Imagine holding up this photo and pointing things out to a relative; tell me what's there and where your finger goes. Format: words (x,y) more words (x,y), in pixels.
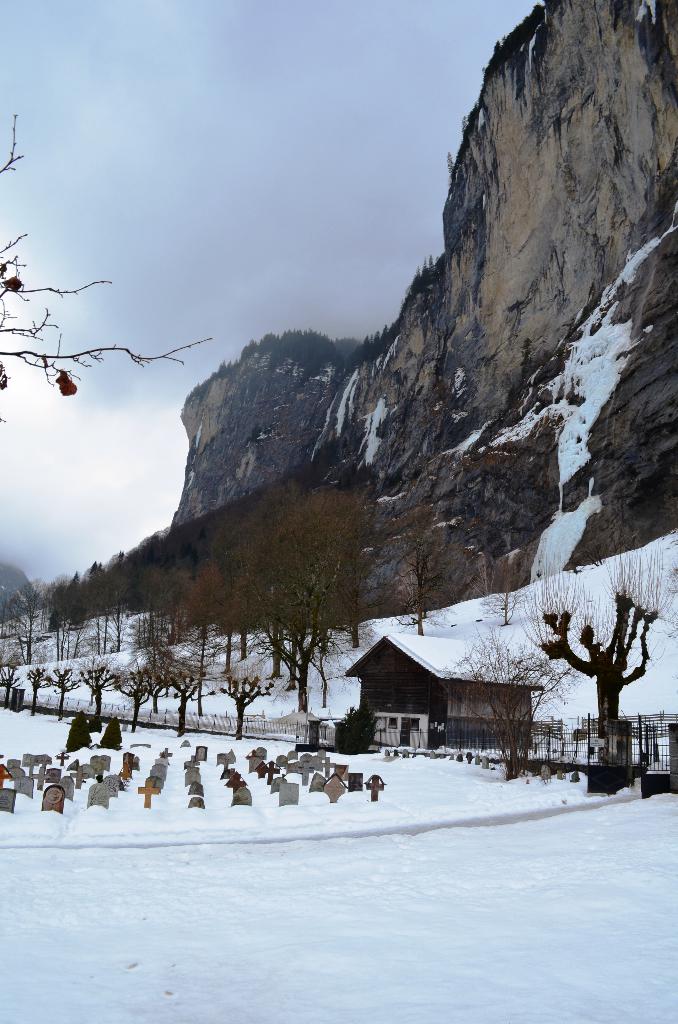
This picture is clicked outside. In the foreground (104,869) we can see there is a lot of snow (362,802) and we can see there are some objects (101,800). In the center (356,667) we can see the trees (75,729), house (454,703) and some other objects (533,750). In the background (182,440) we can see the sky (254,305), hills (402,376), trees (219,547) and the snow (580,382).
